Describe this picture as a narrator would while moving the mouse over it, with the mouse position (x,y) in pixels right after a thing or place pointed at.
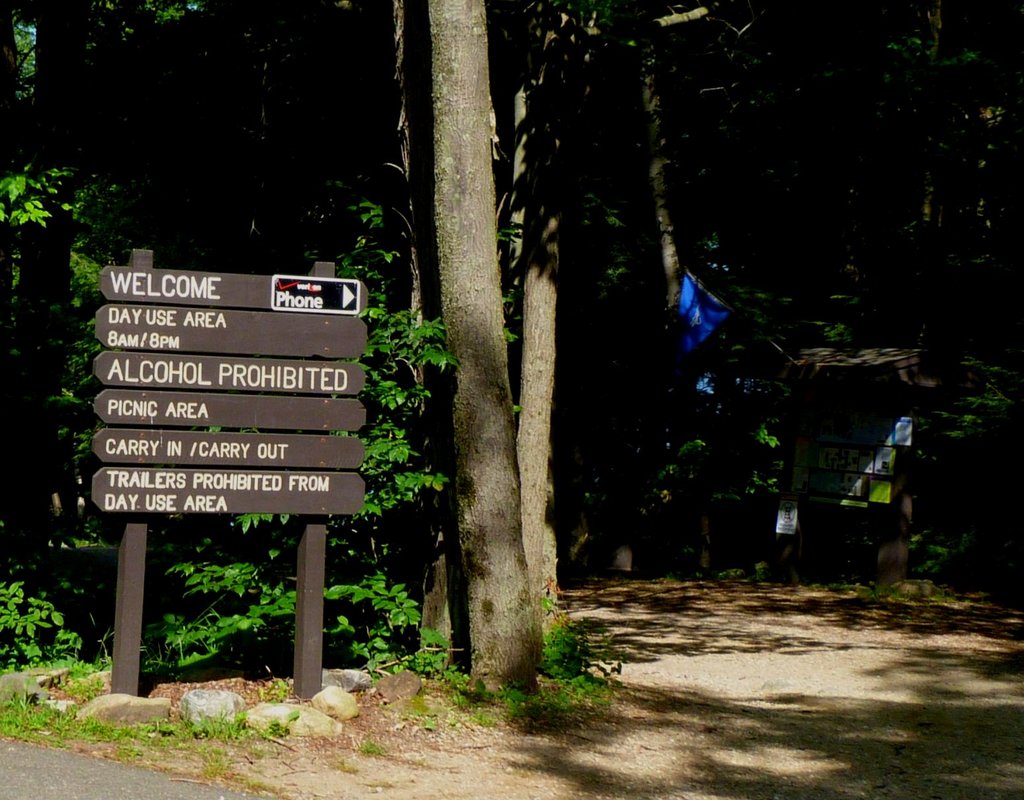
This picture is clicked outside. On the left (257,374) we can see the boards (220,384) attached to the stand (131,684) and we can see the text (234,452) on the boards (253,447). In the background (442,277) we can see the plants (367,503), trees (487,329) and some other objects (878,441) and we can see the rocks (318,712).
